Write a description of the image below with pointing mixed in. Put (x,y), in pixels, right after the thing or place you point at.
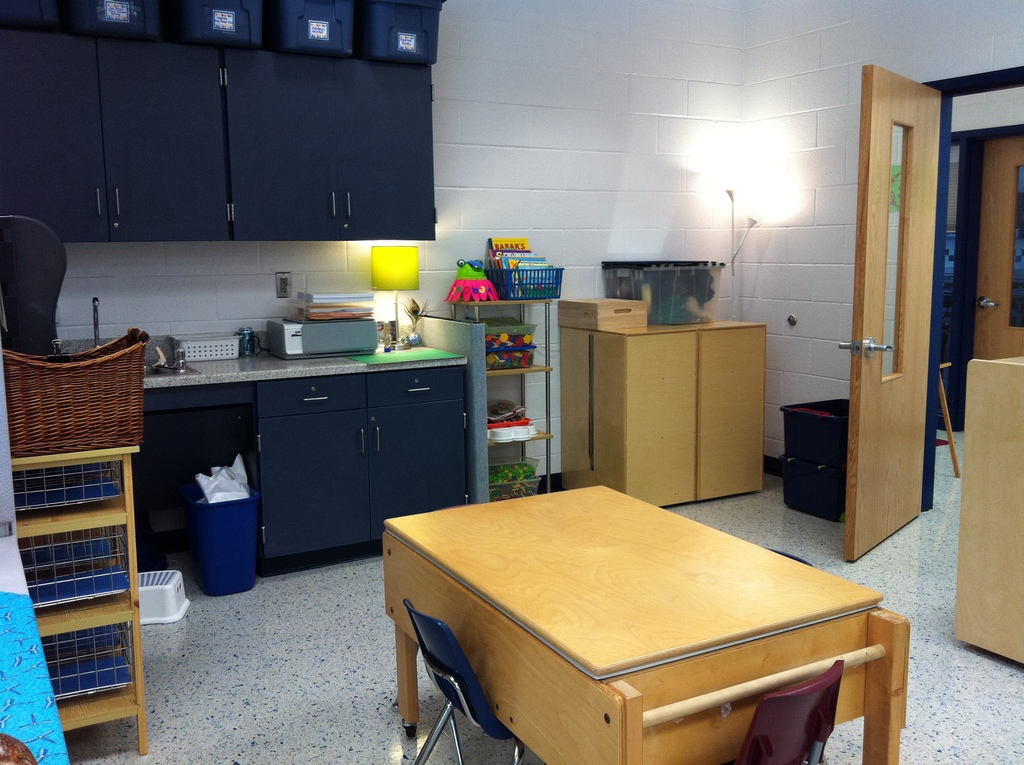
These image is taken inside a room (662,744). In the center of the image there is a table (577,762). There is a platform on which there are many objects (294,349). There is a door (890,108). In the background of the image (487,78) there is a wall (579,181). There are cupboards (236,116).
